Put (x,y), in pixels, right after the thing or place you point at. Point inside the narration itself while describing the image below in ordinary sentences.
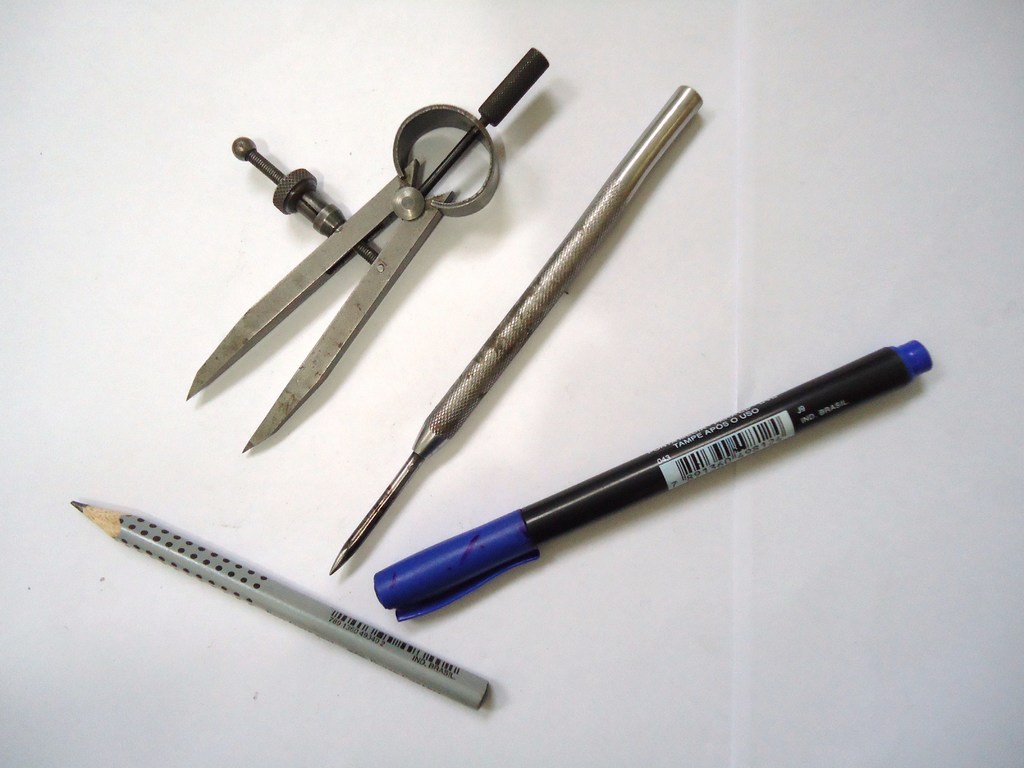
In this image we can see a divider (327,230), pencil (281,605), pen (671,457) and an object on a white surface (360,473).
